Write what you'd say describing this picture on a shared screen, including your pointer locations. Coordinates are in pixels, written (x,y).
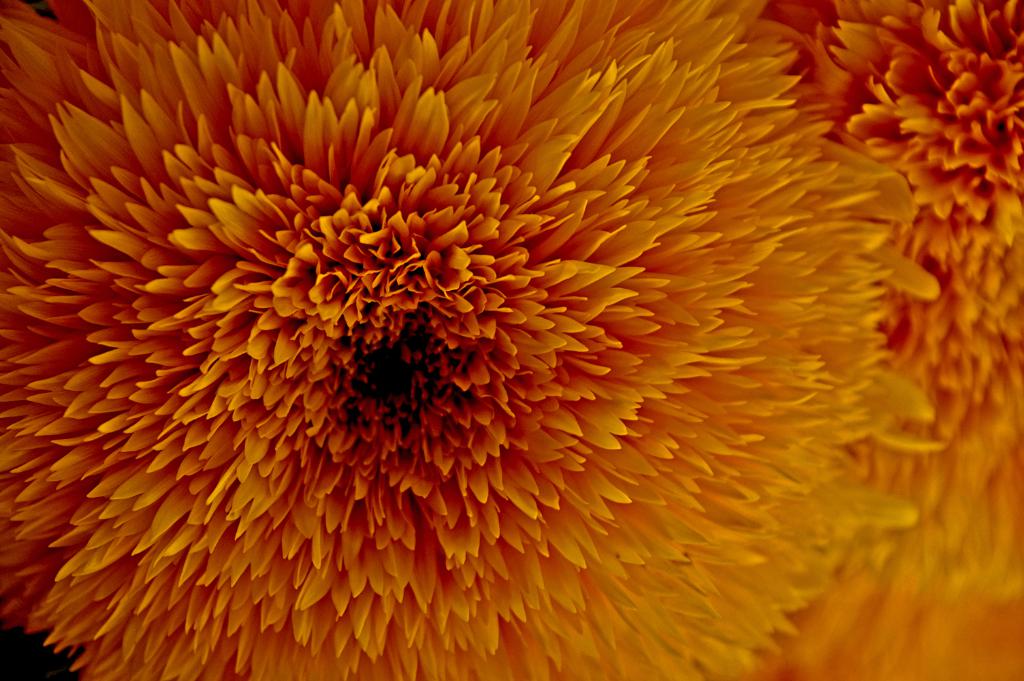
This is a zoomed in picture. In the center (489,439) we can see the flower (265,246) and the petals (589,205) of the flower (753,70).
